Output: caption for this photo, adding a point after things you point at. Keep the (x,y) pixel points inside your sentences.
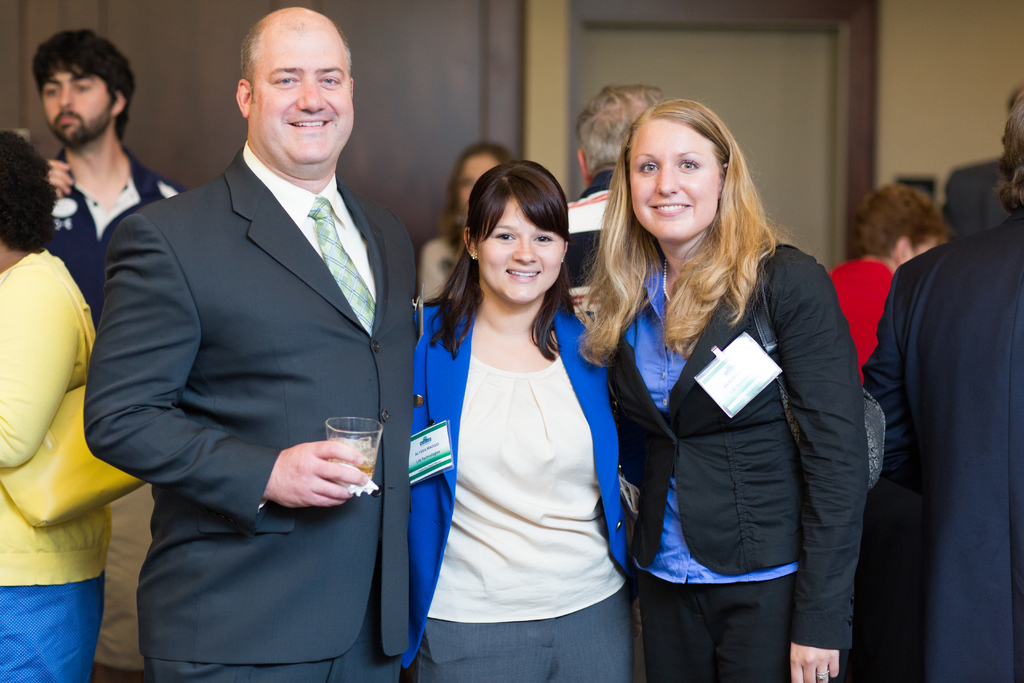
In this image we can see many people (516,318) and few people (658,342) wearing the handbags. A person (399,462) is holding a drinking glass (369,447) in his hand (321,476). There is a door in the image.
